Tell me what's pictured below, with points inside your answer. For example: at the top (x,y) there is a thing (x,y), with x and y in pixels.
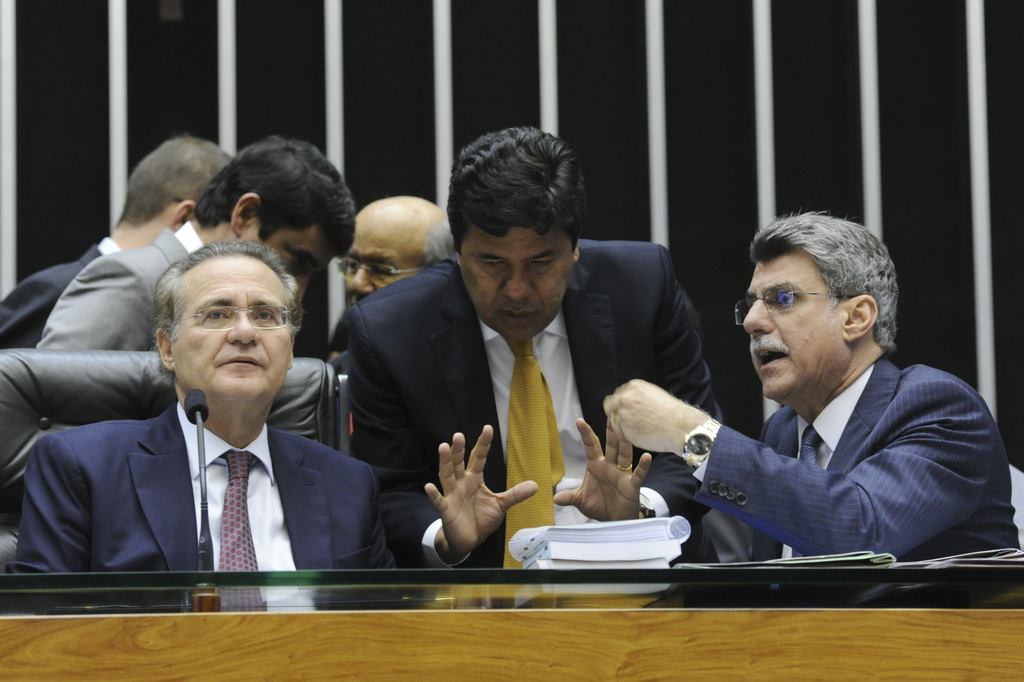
In this image, we can see persons (658,299) wearing clothes (426,318). There is a person (183,338) on the left side of the image (250,415) sitting on the chair (114,396) in front of the table (376,589). This table (364,589) contains mic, books (600,539) and some papers (859,559). In the background of the image (940,206), there are some grills (674,75).
